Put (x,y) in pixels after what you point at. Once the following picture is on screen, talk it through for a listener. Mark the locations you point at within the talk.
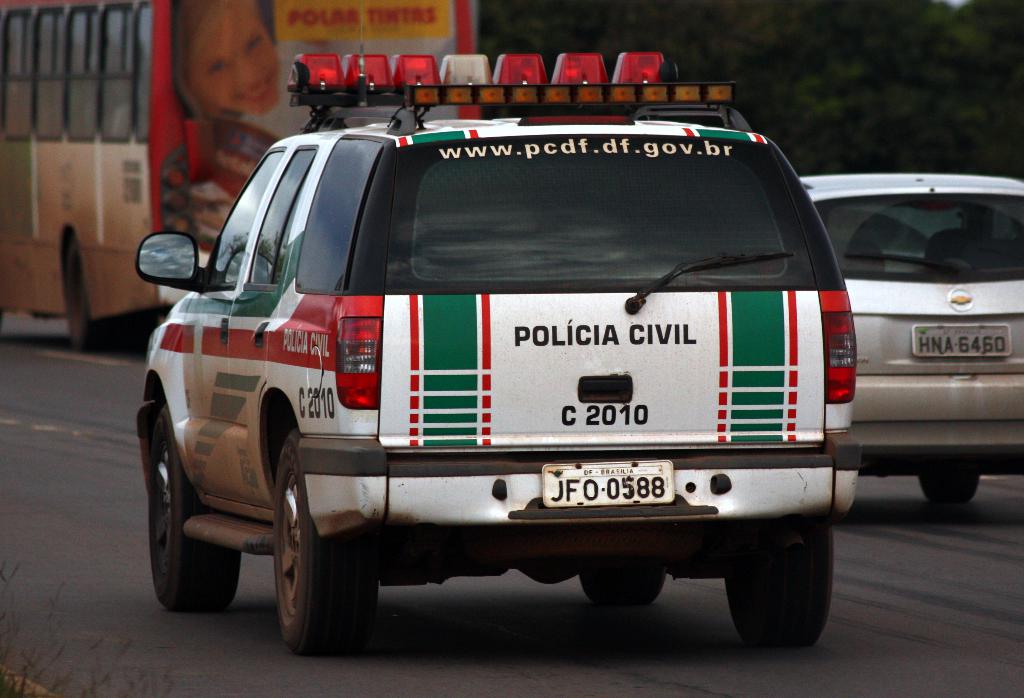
In this image, there are vehicles (257,487) on the road (135,381). In the background (661,41), I can see the trees (808,36).
